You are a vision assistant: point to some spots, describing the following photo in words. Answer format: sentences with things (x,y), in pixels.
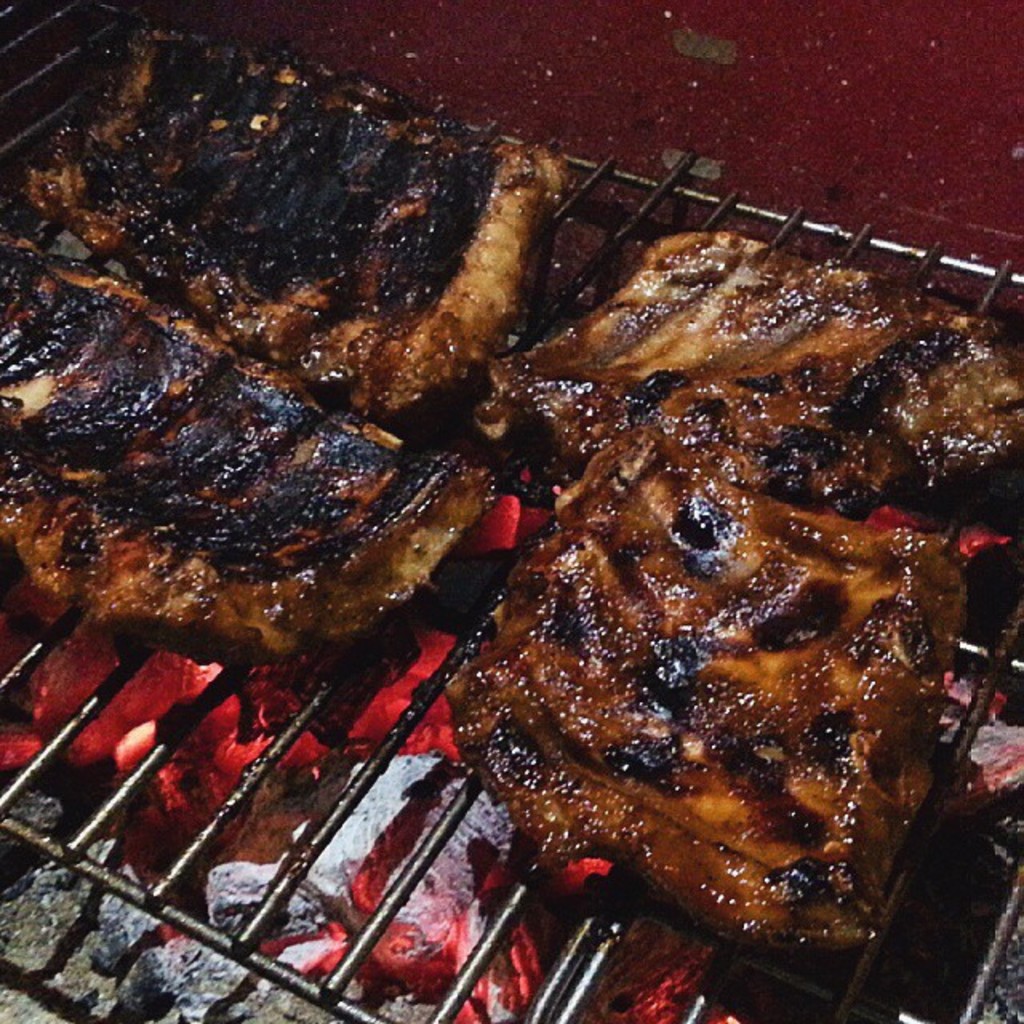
There is a grill (223,743). On that there is meat (592,572). Below that there is burning charcoal (297,785).
